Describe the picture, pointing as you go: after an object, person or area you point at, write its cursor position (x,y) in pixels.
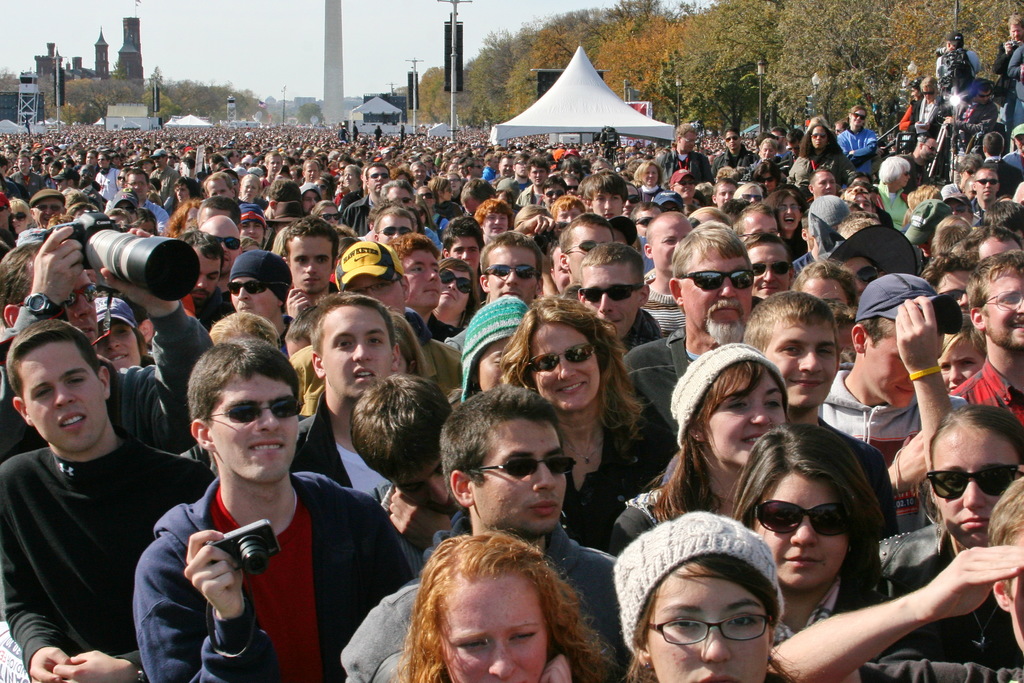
In the foreground of this image (422,469), there are many people (560,325), few are holding cameras (159,253) and few are wearing spectacles (558,458) and caps (360,246). In the background (640,44), there are trees (108,86), poles (56,61), building (79,67), few tents (558,100) and it seems like a tower (328,34) and the sky (363,13) at the top (380,16).
